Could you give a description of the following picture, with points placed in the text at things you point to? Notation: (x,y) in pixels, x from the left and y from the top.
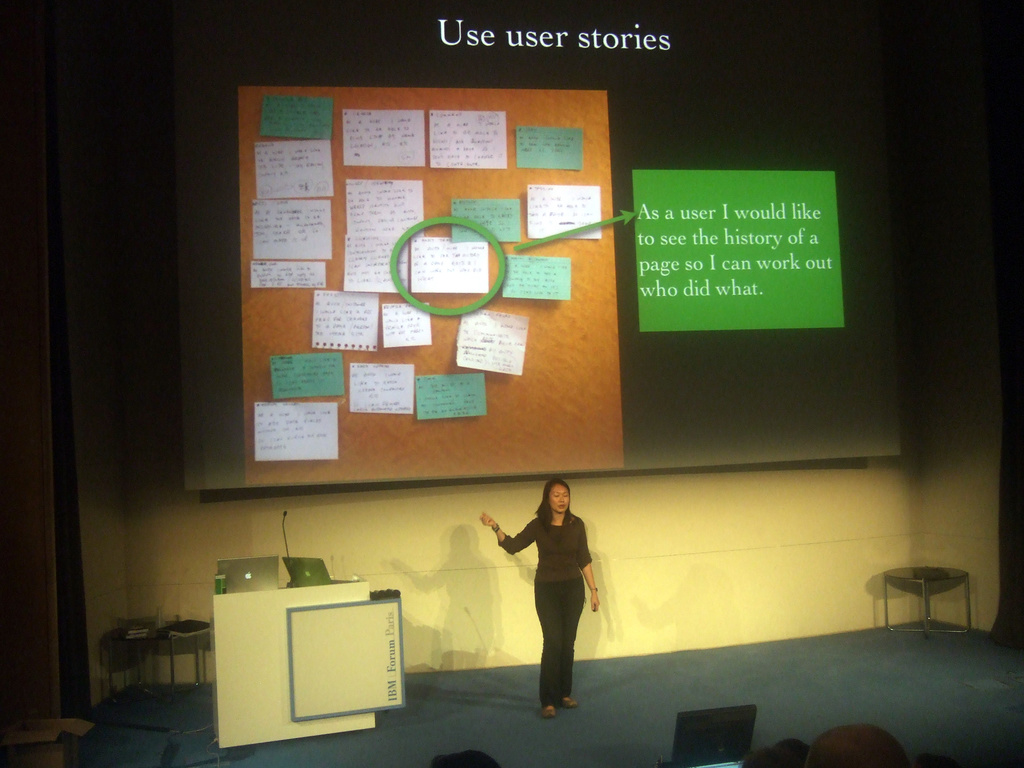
In this image, we can see a lady (560,697) standing. We can see some tables (323,666) with objects (203,627). Among them, we can see a table (290,590) with laptops (296,579), a microphone (284,528). We can also see the ground (589,670). We can also see a projector screen (417,114) with some text (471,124) and posters (301,435) displayed. We can see the wall (135,344).
